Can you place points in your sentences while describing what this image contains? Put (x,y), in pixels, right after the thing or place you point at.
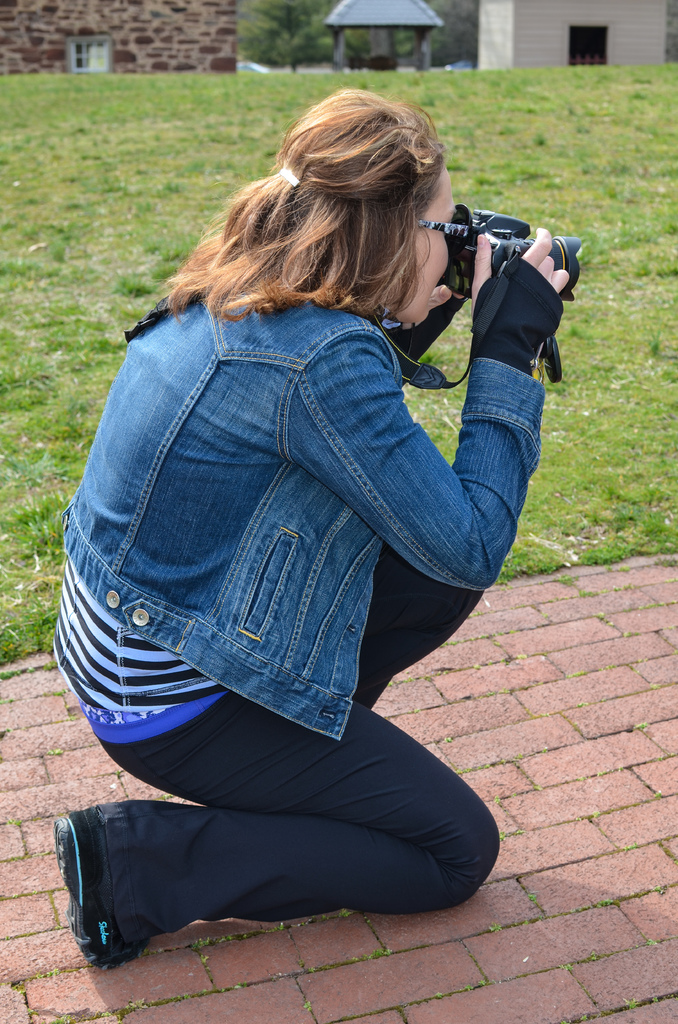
In this image there is a woman (160,472) holding a camera (452,270) in her hand (487,307). She is on the path (492,881). Behind her there is grassland (13,611). Top of the image (511,28) there are few buildings (128,7). Behind there is a tree (286,34).
